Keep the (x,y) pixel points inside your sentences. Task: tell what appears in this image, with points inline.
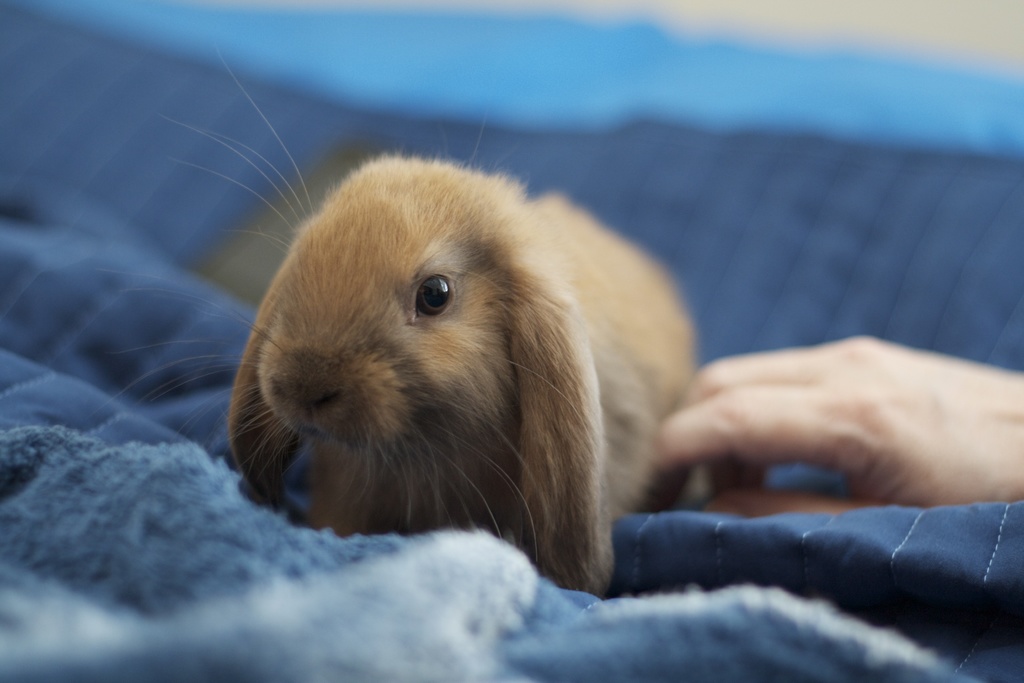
In this picture there is an animal (291,346) sitting on the bed (967,196). On the right side of the image (892,426) there is a person (843,433). At the bottom (135,552) there is a blue color bed (2,400).
